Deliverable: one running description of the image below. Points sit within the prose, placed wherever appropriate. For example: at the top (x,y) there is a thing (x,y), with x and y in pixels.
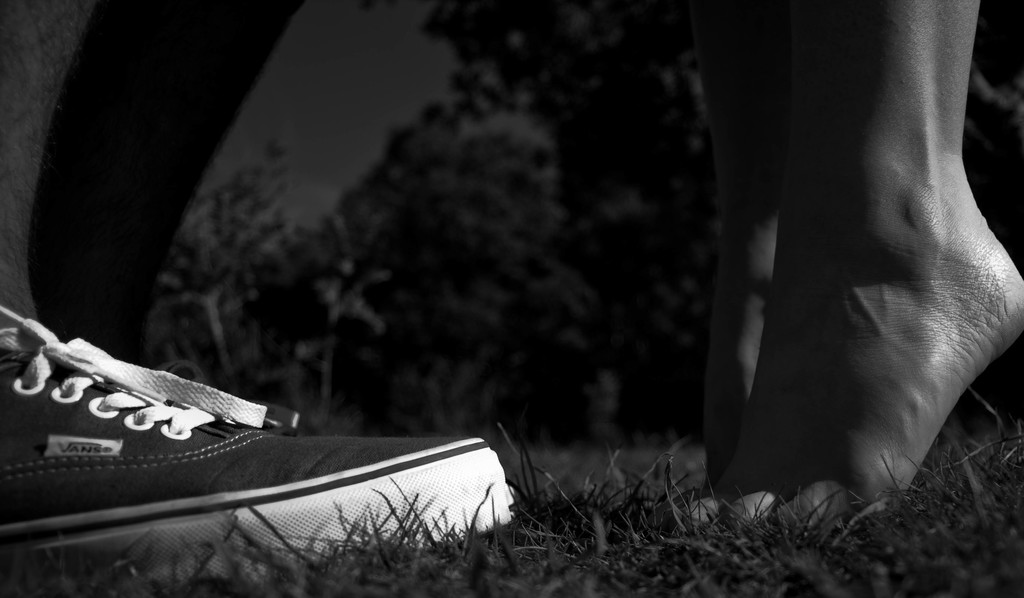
It is a black and white picture. In the center of the image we can see human legs (1014,271) and one shoe (251,498), which is in black and white color. In the background (508,145) we can see trees (521,154), grass (525,509) and a few other objects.
